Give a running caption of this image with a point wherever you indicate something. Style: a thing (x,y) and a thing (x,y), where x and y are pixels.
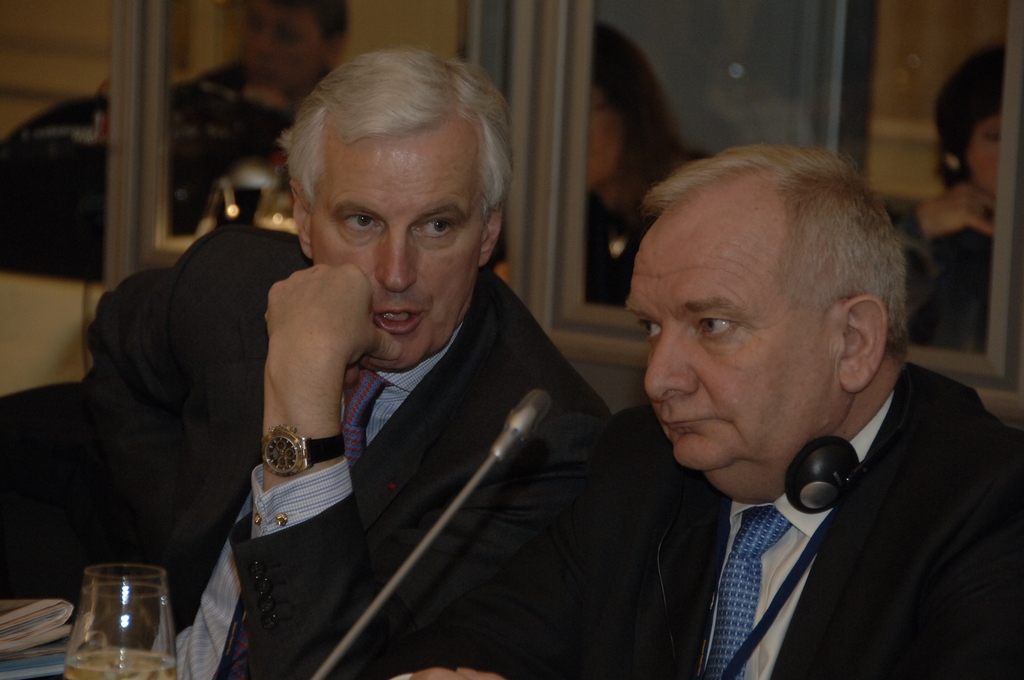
In this picture we can see few people (197,375), they are seated on the chairs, in the bottom of the image (90,572) we can find a glass (132,636) and a microphone (417,553), in the right side of the given image we can see a man (813,427), he wore a headset (838,474).
